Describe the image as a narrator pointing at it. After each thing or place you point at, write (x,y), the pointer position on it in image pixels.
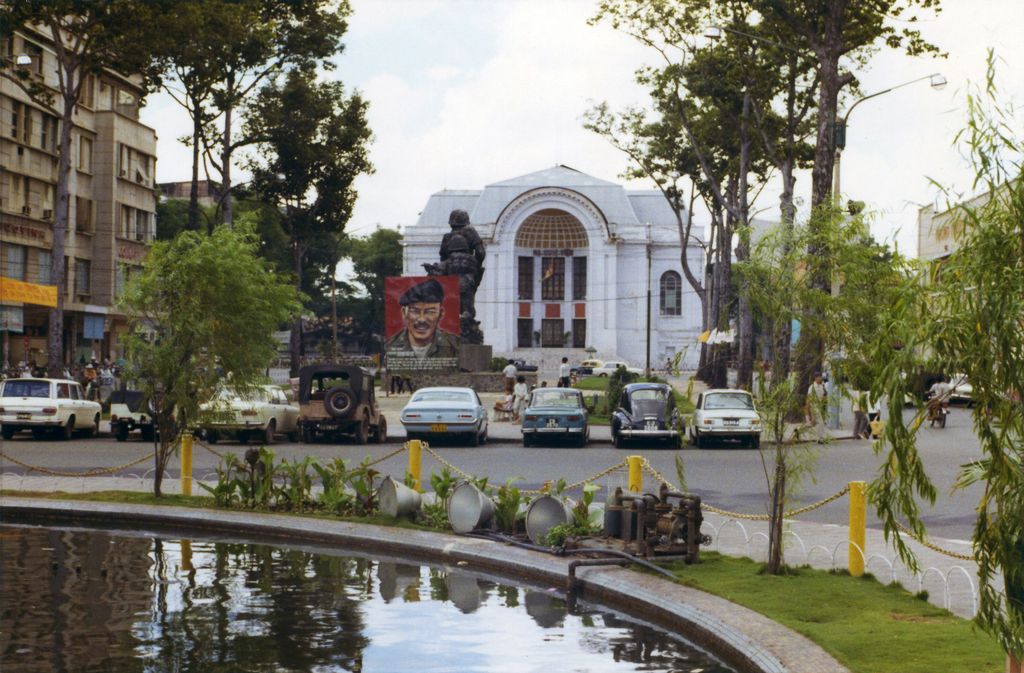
In this picture there is a white color building (498,300). In front (463,353) there is a big statue (466,218) and some classic cars (730,404) are parked. In the front (258,567) bottom side there is a small water pond (236,577) with some trees (137,385). In the background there is a brown color building (112,346).
